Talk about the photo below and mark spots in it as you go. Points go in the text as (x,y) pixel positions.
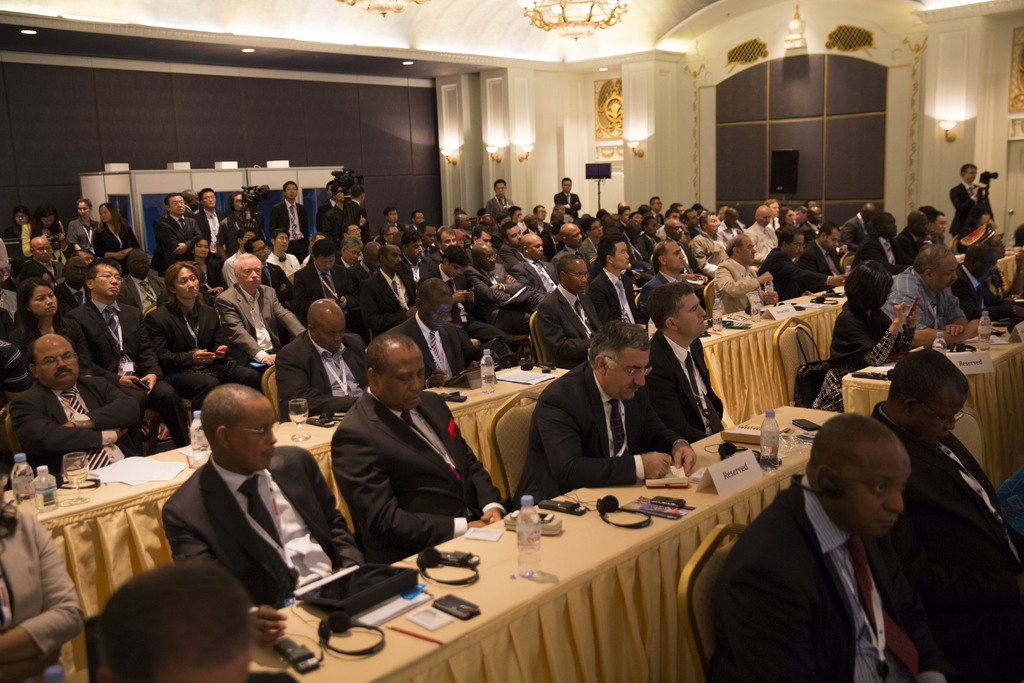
In this picture we can see a group of people (823,232) sitting on chairs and in front of them on table (488,672) we have headsets (322,628), mobile (473,606), bottle (534,532), papers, pen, name board (714,472), glass (82,457) and beside to them we can see window (791,108), lights (639,155), wall (488,138).
